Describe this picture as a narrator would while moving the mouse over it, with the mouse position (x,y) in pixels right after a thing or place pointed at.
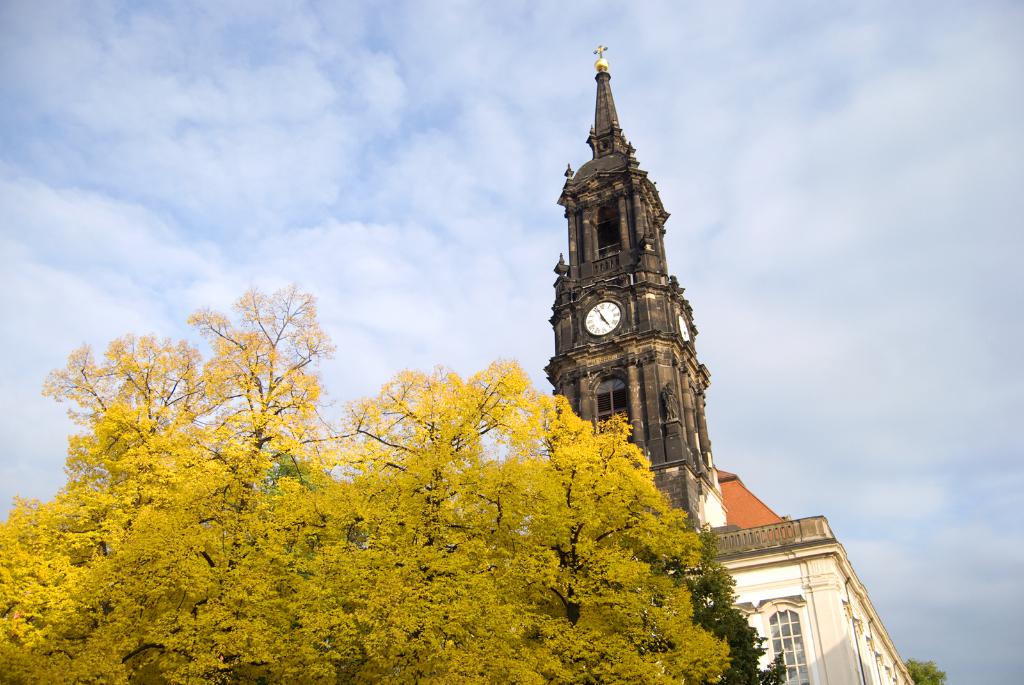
At the bottom of the image (507,505) I can see a tree (444,568), clock tower (639,403) and a building (778,572). At the top of the image (367,158) I can see the sky (365,172) and clouds (390,164).
